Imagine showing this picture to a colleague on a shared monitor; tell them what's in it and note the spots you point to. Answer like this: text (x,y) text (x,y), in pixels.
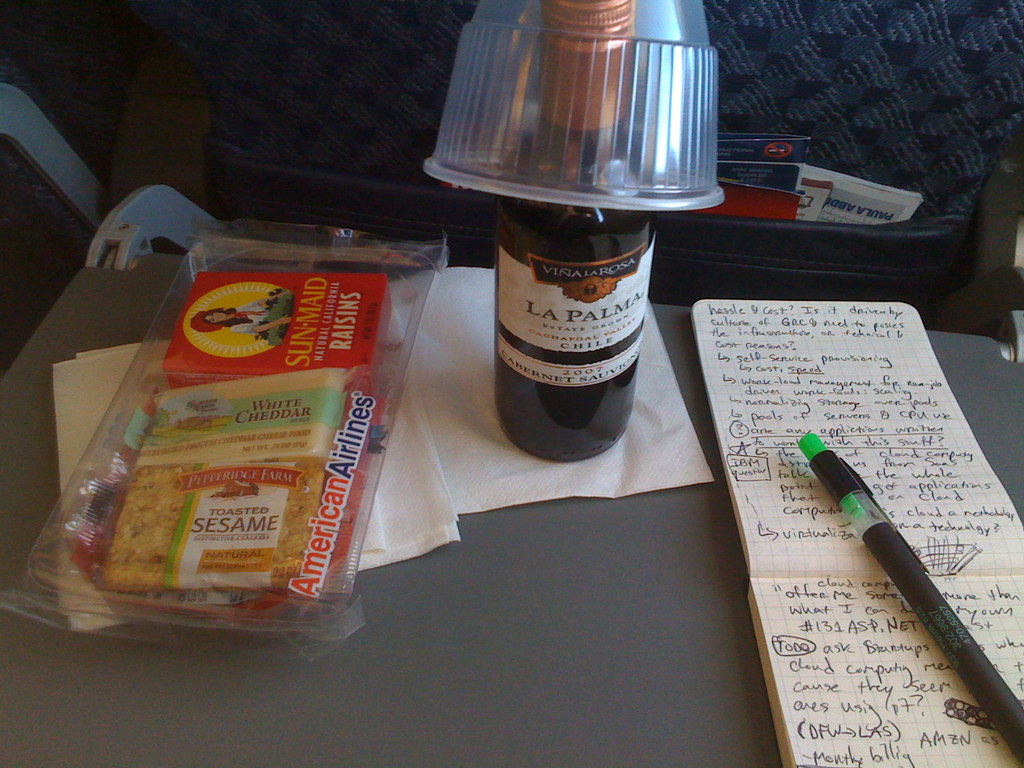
In the center of the image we can see a table (400,764). On the table (400,764) we can see a book (861,597), pen (965,634), food item (321,482) which is packed, tissue papers (512,447), bottle (610,372) and glass (603,190). At the top of the image (915,201) we can see the books (800,183).
